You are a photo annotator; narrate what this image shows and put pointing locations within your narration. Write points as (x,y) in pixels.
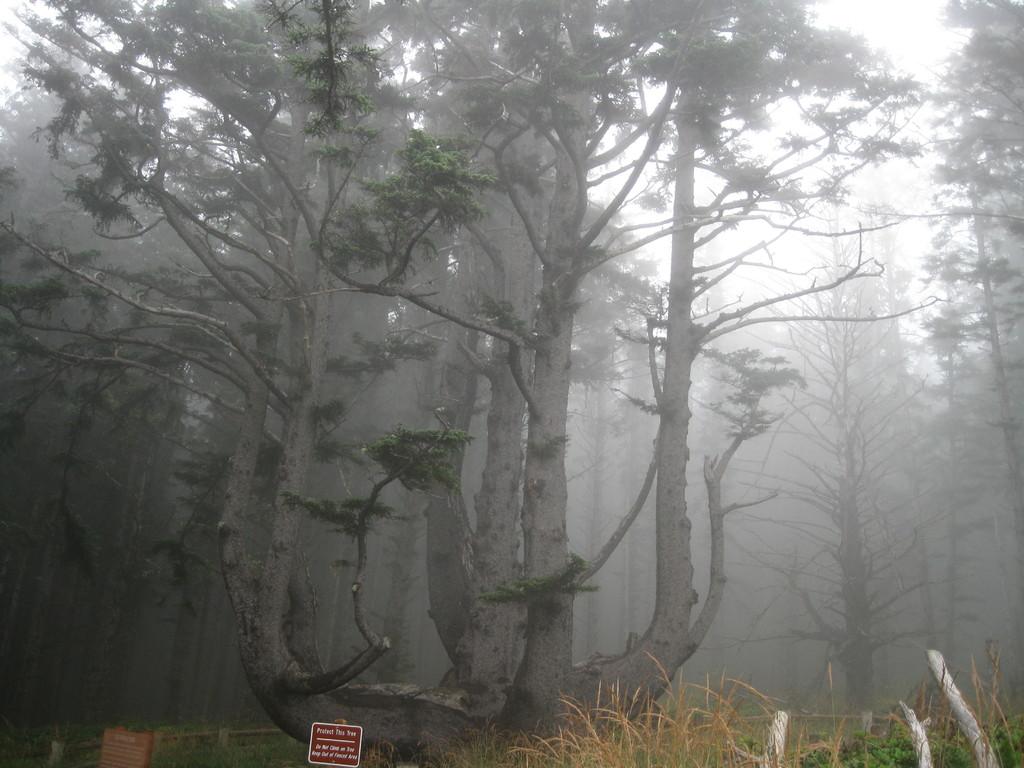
In this image there is the sky (801,125) towards the top of the image (736,239), there are trees (310,706), there are plants (840,740) towards the bottom of the image (656,743), there are boards (141,747) towards the bottom of the image (317,754), there is text (338,749) on the boards (325,743).
